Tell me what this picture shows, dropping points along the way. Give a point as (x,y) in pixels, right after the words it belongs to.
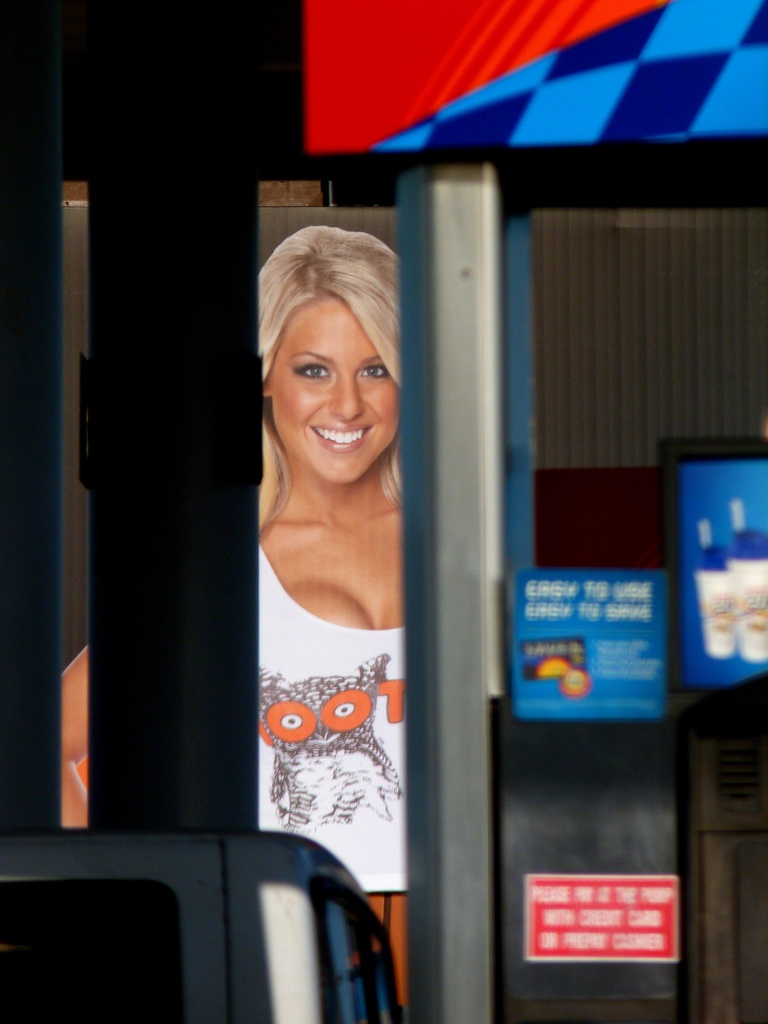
In the foreground of the picture (408,693) there are pamphlets (660,656), iron frames (431,536) and other objects (117,957). In the center of the picture (299,555) there is a woman (346,607), she is smiling, behind her it might be a wall (683,326) or curtain (540,407).
